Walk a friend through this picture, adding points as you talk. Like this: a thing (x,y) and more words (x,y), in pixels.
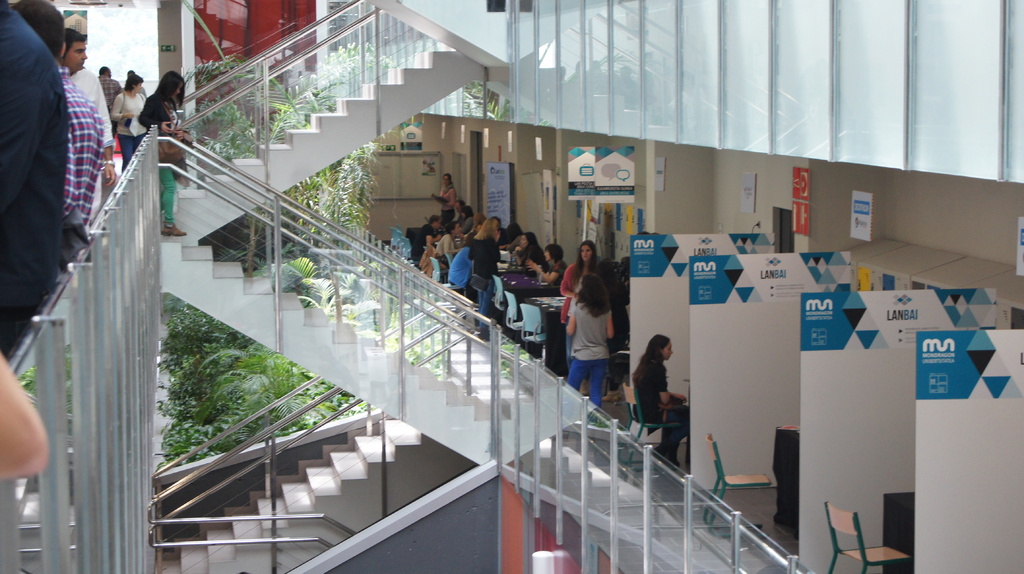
In the center of the image (345,363) there are stairs (194,271). On the left (34,127) we can see people (52,122) standing. On the right (744,425) there are boards (809,323). We can see chairs (717,473). There are people (486,293) sitting and some of them are standing. There are plants (239,390).
